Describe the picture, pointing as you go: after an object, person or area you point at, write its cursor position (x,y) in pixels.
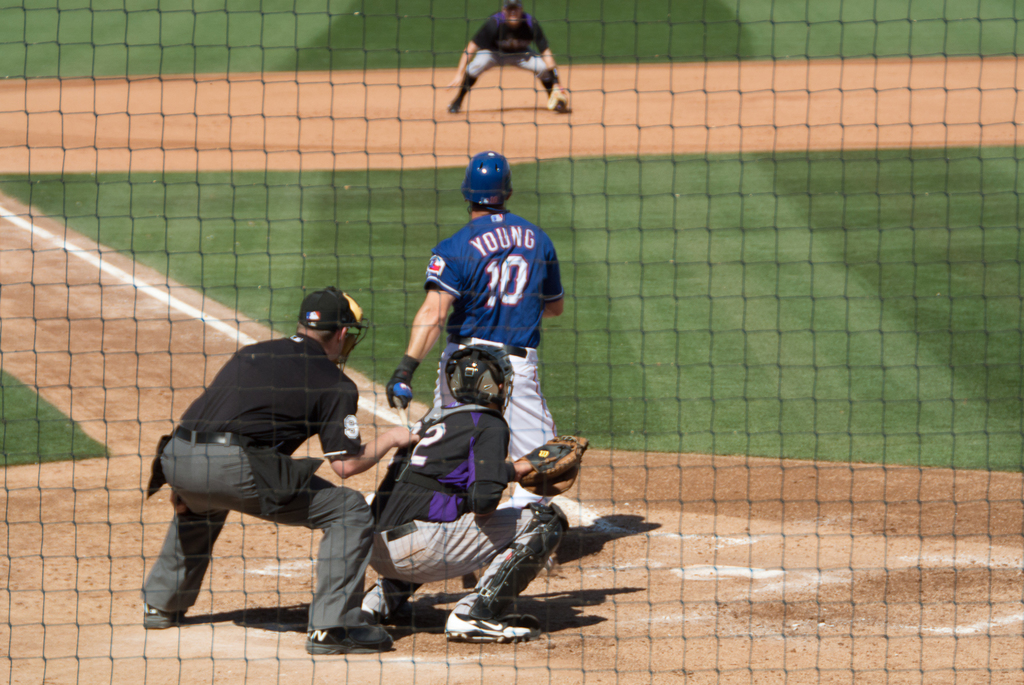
In this image we can see people (501,381) playing a game. In the foreground (624,512) there is a mesh (501,103).
